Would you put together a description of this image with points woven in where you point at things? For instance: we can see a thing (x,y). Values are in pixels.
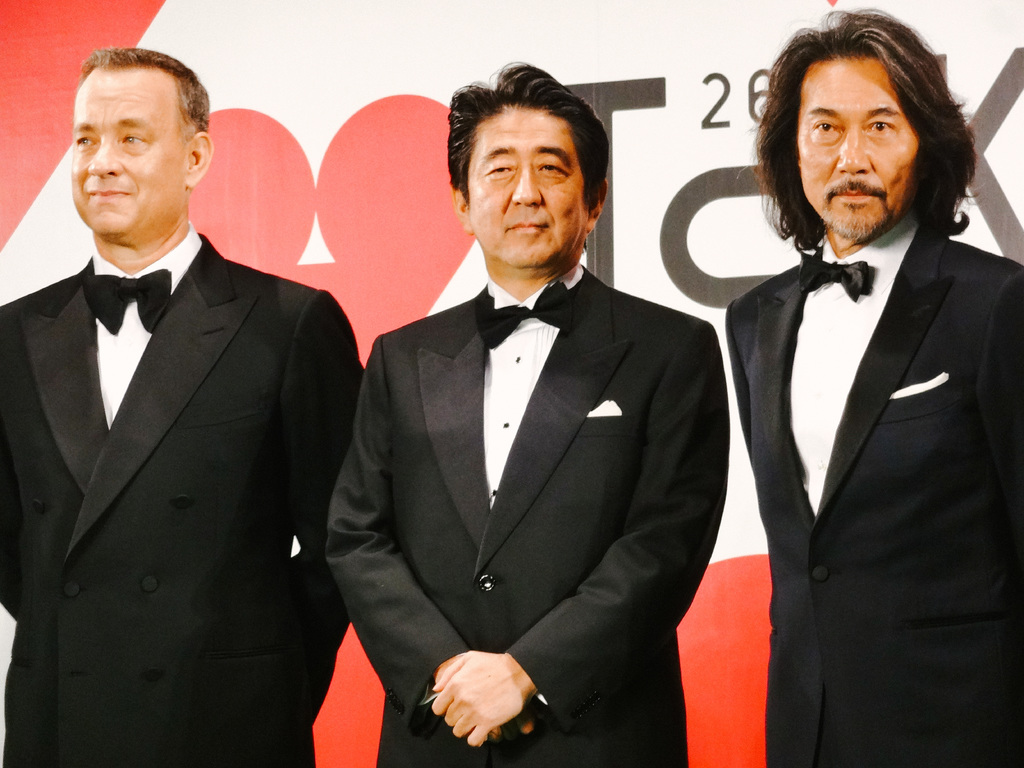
In this image we can see men (699,460) standing on the floor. In the background (294,179) there is an advertisement (750,179).
